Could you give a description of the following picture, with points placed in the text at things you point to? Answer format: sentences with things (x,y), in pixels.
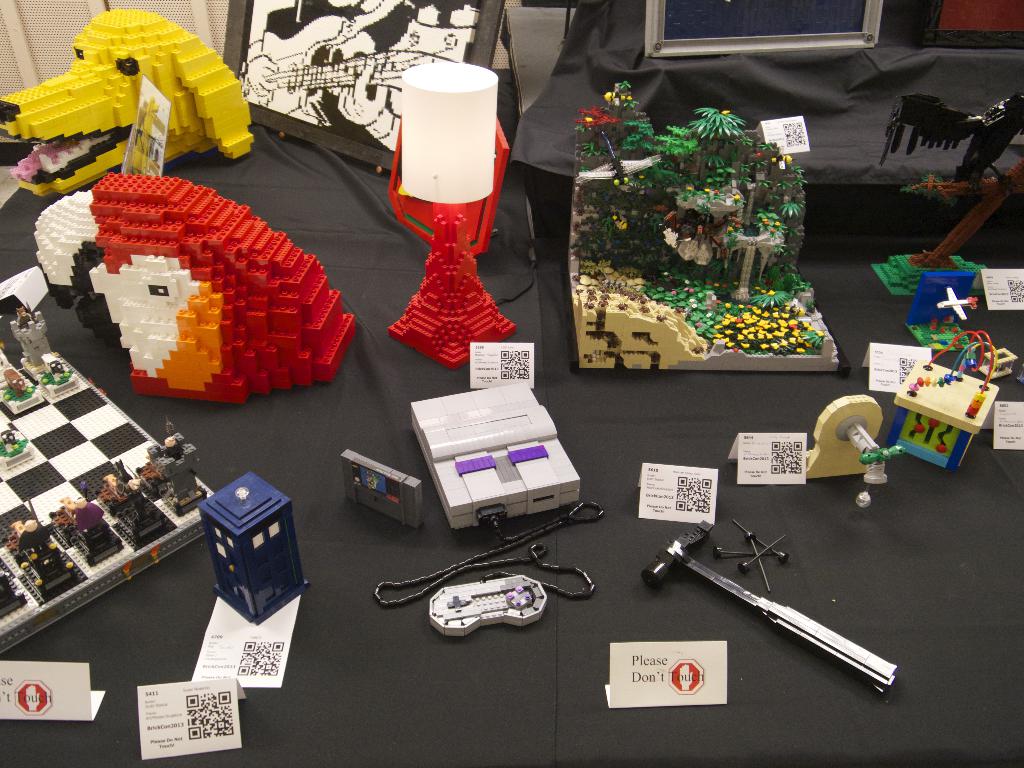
In this image I can see plastic toys (238,504), dog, tools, trees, lamp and so on the table (596,412). In the background (386,41) I can see frames (348,51). This image is taken may be in a hall (104,8).
